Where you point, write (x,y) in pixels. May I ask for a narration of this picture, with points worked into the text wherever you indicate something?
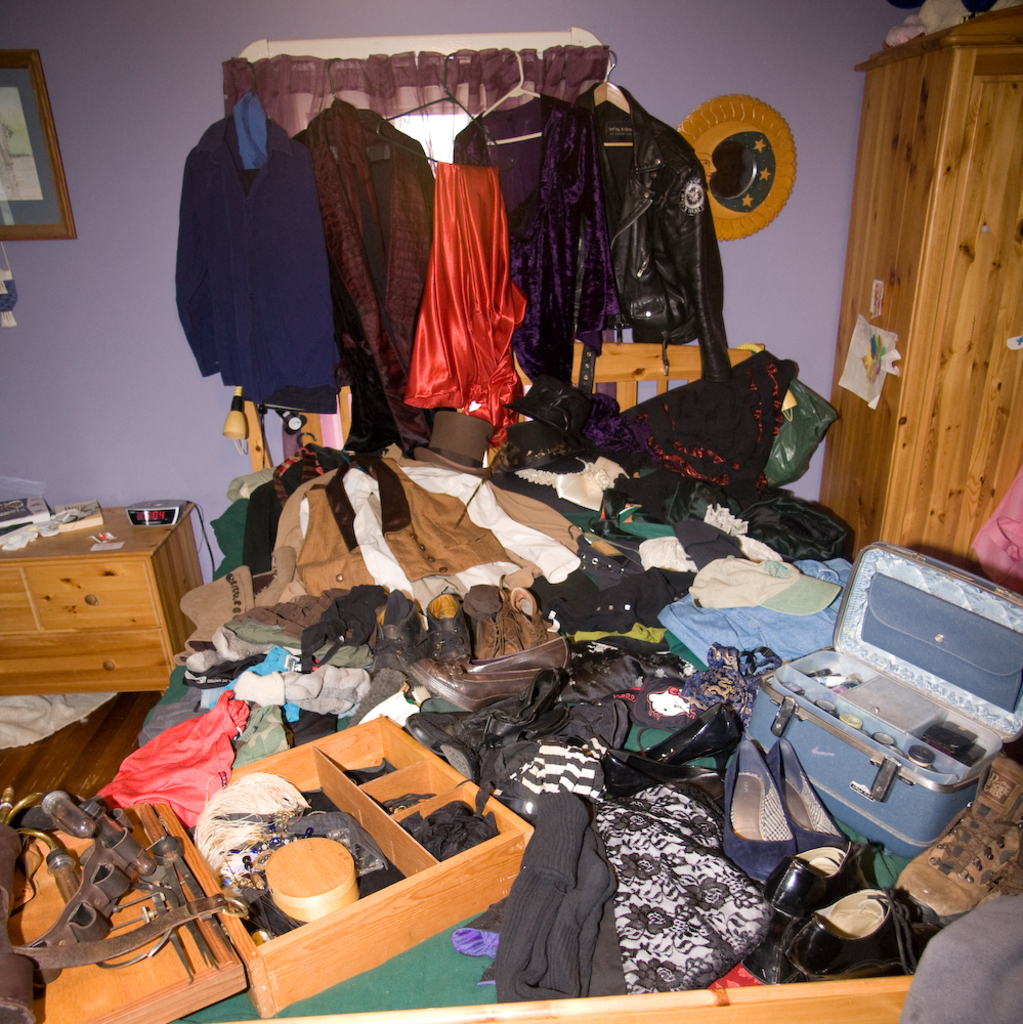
In this picture we can see clothes (382,124) on the hanging rods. We can see a few objects (6,148) on the wall (208,529). There are clothes (299,669), footwear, tools (153,846), wooden objects (364,918) and other objects (788,422).
